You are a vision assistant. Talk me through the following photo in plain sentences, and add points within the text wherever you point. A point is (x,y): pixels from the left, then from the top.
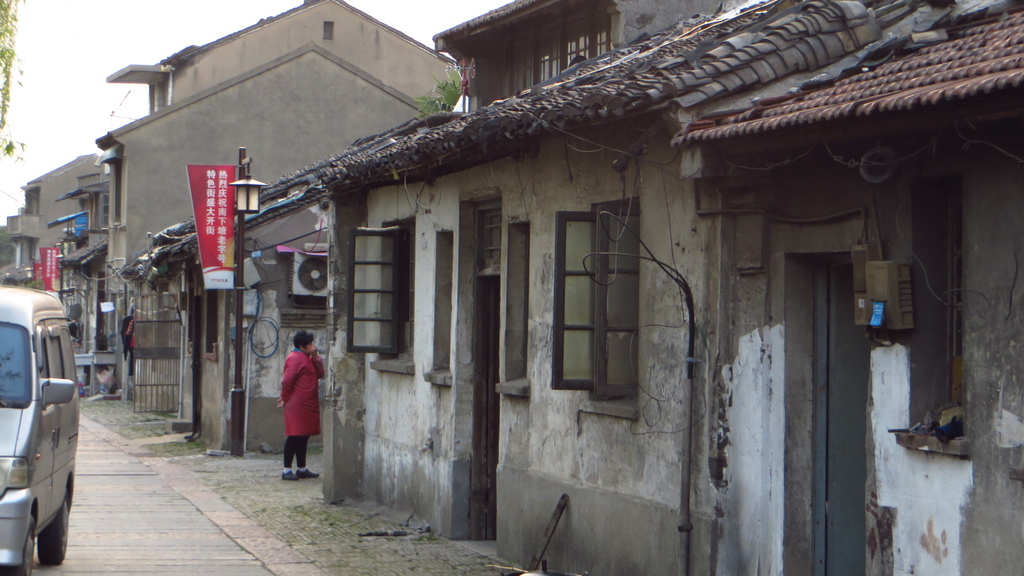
In this image we can see there are buildings (605,369), light pole (243,214) and board (206,222) attached to it. And there is a person (303,414) standing on the ground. And there are clothes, tree (12,36) and the sky (23,51). And there is a vehicle (70,475) on the road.
